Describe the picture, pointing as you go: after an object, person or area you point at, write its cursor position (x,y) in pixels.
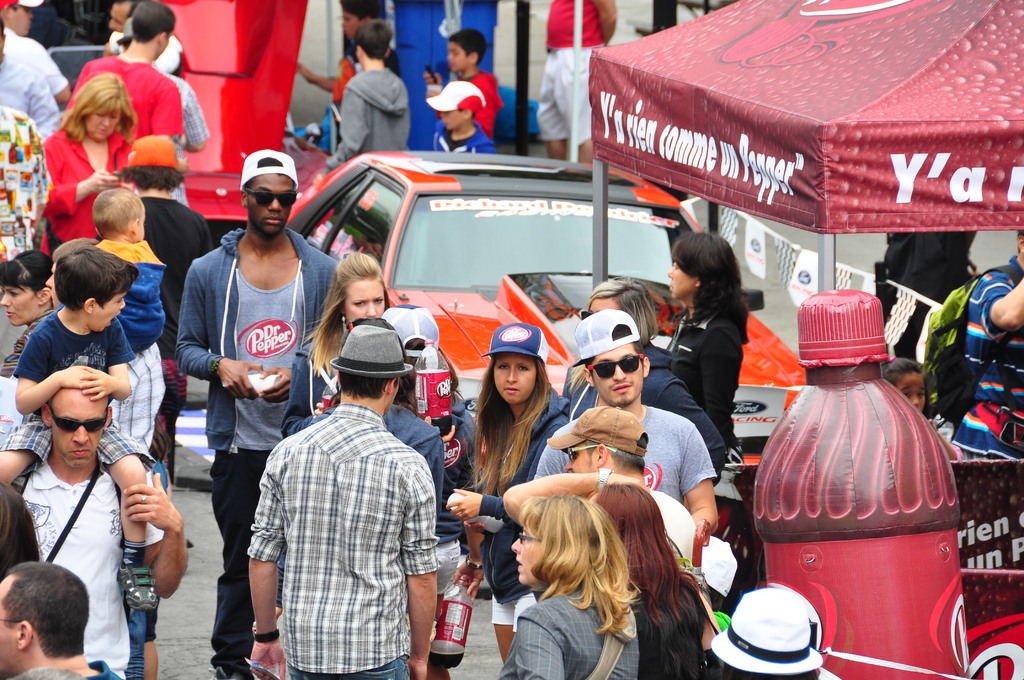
This is a picture where we have a group of people (102,70) passing the street (202,457) and there is a car (446,230) and a bottle (831,350) and also a tent (687,186). people (369,335) are wearing hats (621,318) and some are wearing the shades (96,426).
